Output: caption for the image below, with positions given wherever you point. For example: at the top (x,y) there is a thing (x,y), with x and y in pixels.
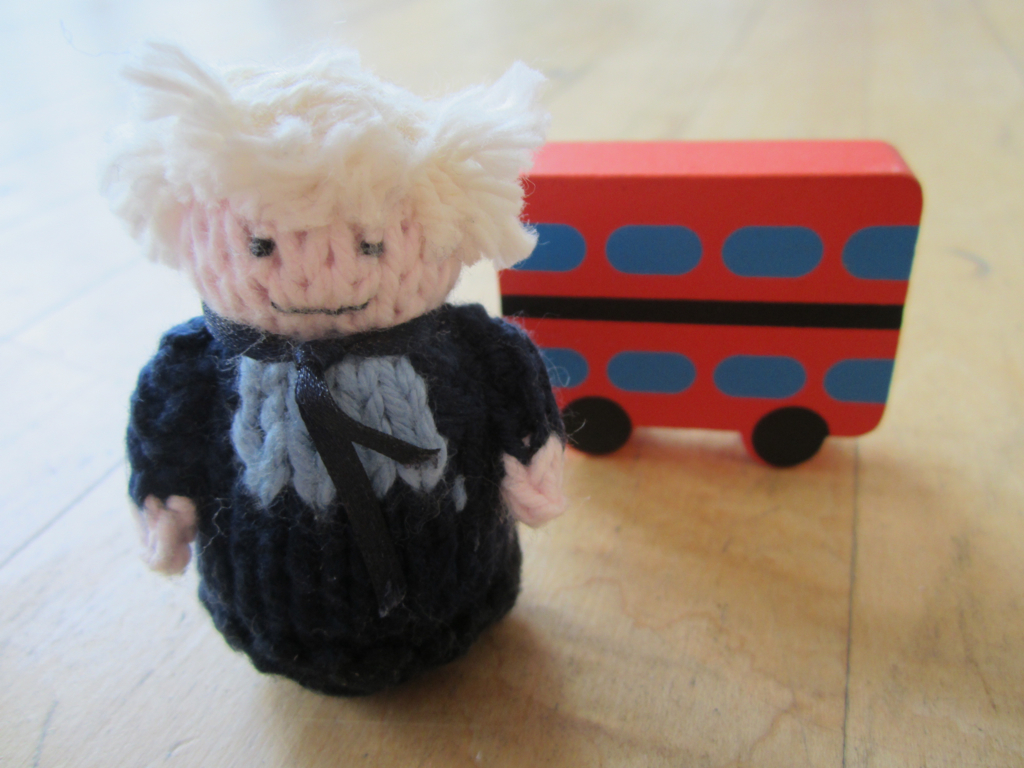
This image consists of toys (446,411). They are handmade. One looks like a person (366,280), another one looks like a bus (646,262).
